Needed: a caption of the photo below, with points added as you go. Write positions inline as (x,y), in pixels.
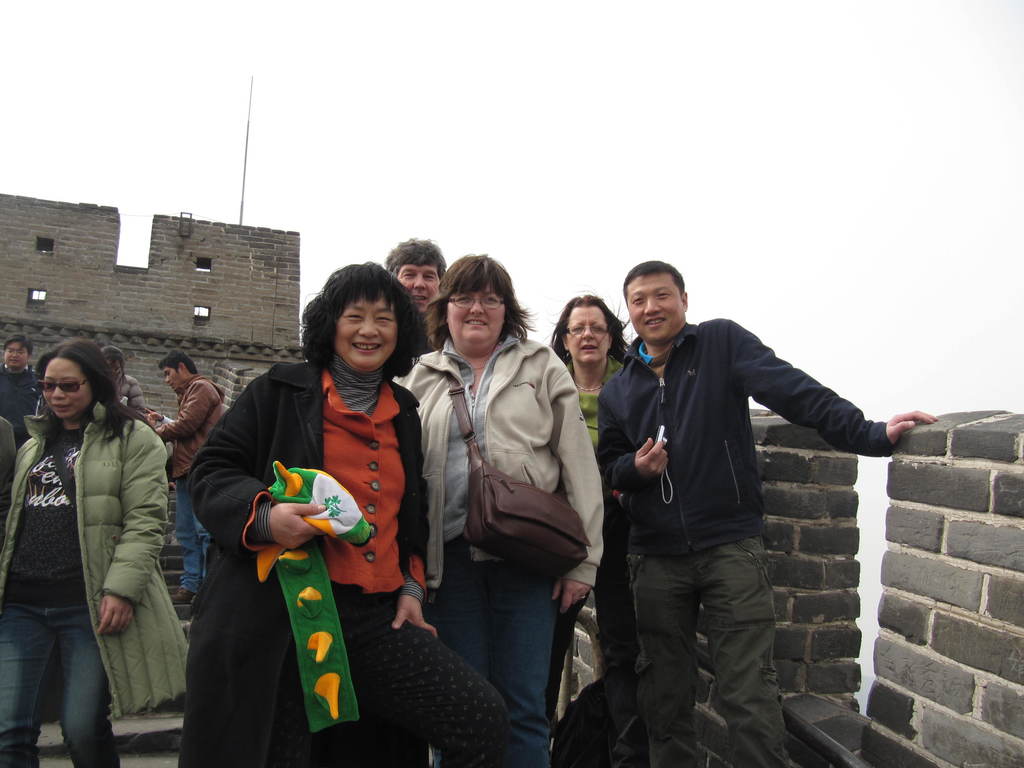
In this image, we can see people (356,588) and are wearing coats (572,502) and some are wearing bags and holding some objects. In the background (157,305), there is a wall (246,323). At the top (453,128), there is sky (443,124).
